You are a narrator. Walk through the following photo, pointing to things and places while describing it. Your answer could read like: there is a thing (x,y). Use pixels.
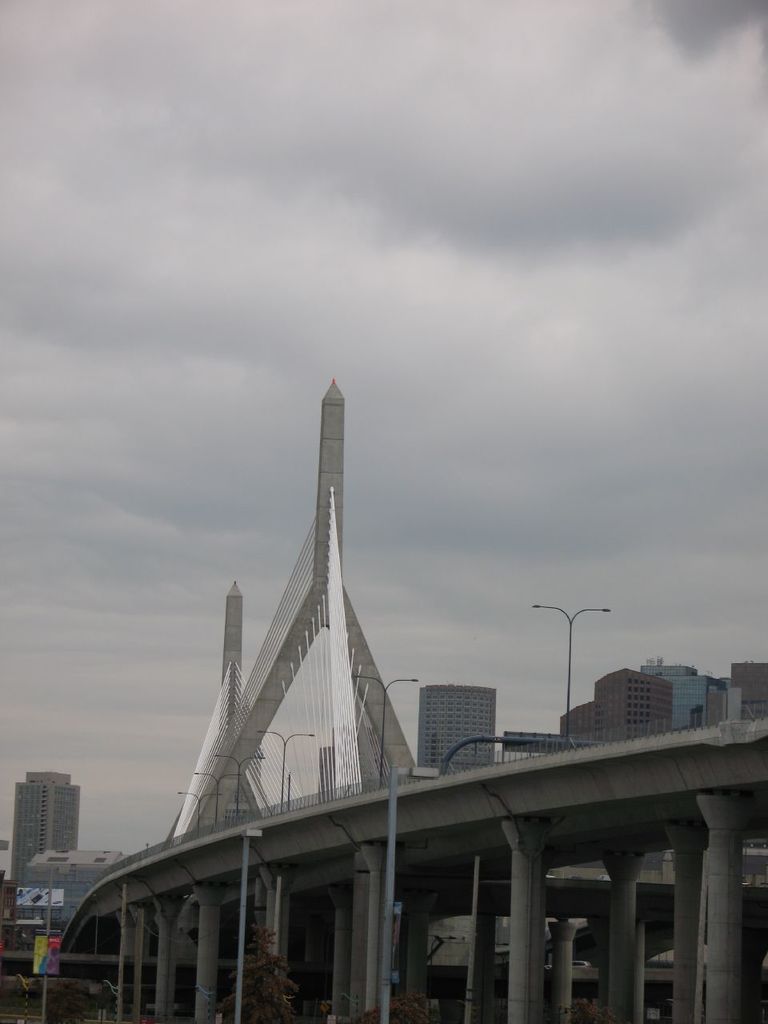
In the center of the image (378,679) there is a bridge (194,878) and we can see poles (50,892). In the background (138,822) there are buildings (686,685) and sky (471,367). At the bottom (377,1004) we can see trees (273,1021).
